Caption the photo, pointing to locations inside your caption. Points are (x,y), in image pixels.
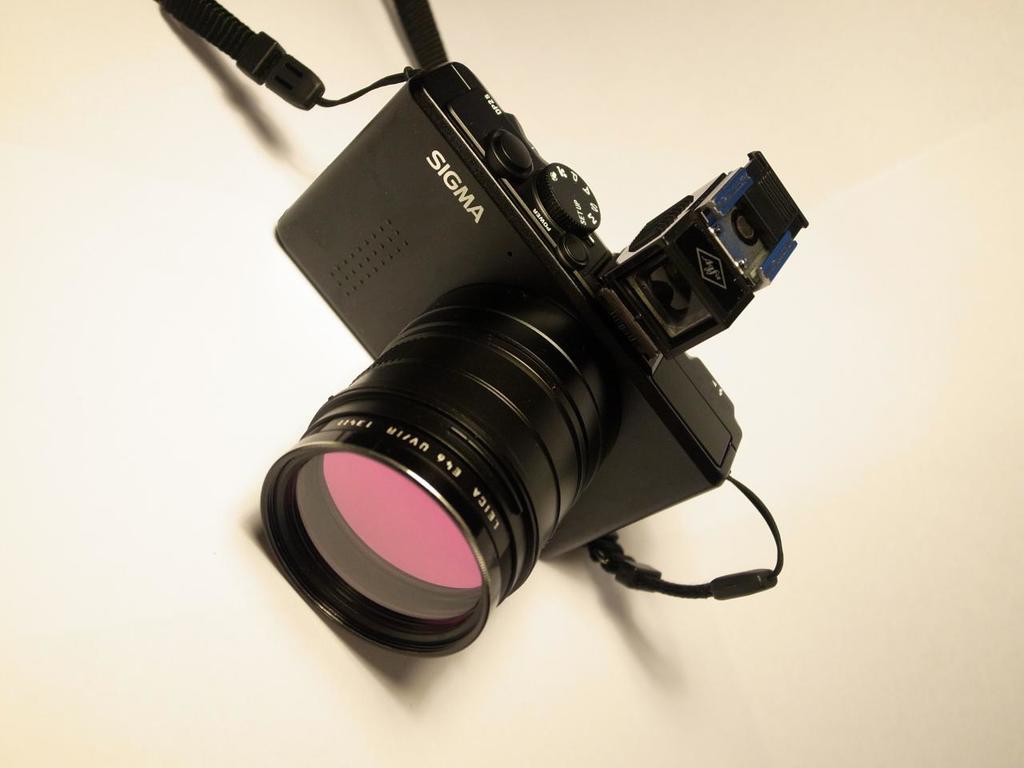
Here we can see a camera (452,395) on a platform (608,104).
